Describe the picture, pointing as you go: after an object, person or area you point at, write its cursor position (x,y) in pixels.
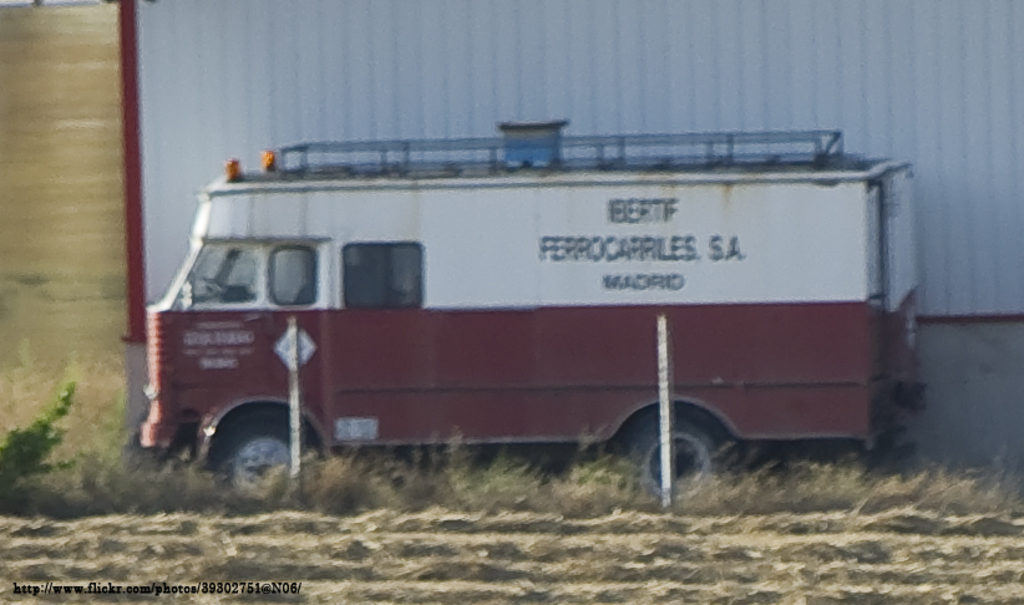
In this picture we can see vehicle (415,273) is parked on the land (35,543), side we can see some poles (293,409) and grass (144,479).
